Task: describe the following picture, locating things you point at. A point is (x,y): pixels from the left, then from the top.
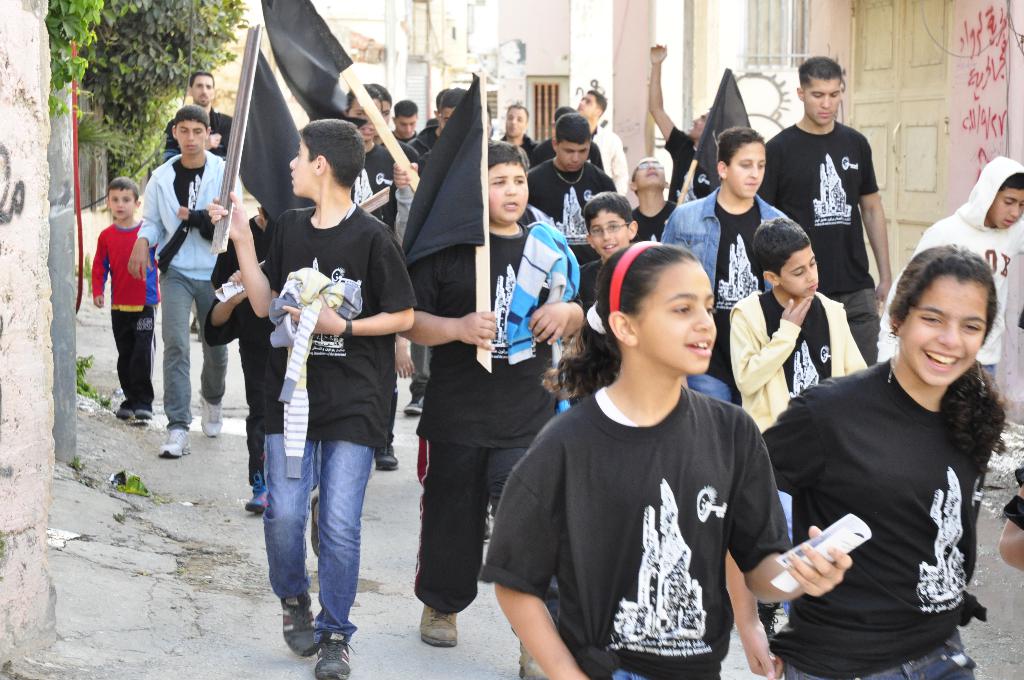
In this image, we can see a crowd (536,541). There are some kids (561,547) wearing clothes (498,243) and holding flags (453,236) with their hands (244,216). There is a branch (159,45) in the top left of the image (187,28). There is a door (899,135) in the top right of the image (904,181).
